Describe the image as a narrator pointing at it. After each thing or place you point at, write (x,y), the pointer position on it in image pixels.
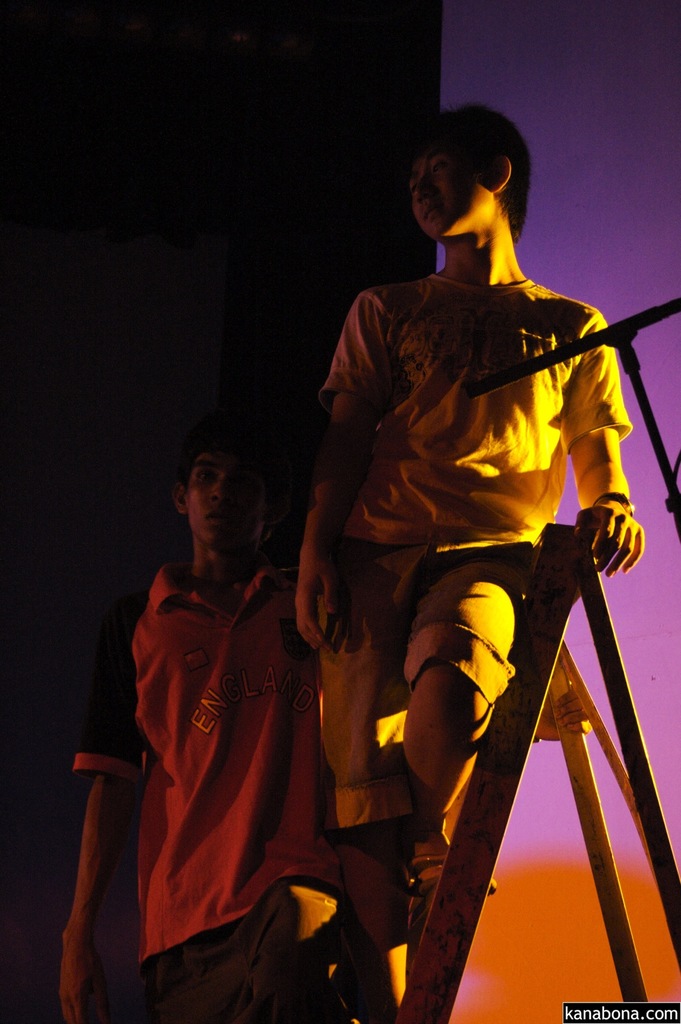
In this image the background is black, purple and orange in colour. In the middle of the image (371,526) a boy (443,671) is standing by the ladder (521,616) and another boy (294,642) is standing. On the right side of the image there is an object (550,358).
